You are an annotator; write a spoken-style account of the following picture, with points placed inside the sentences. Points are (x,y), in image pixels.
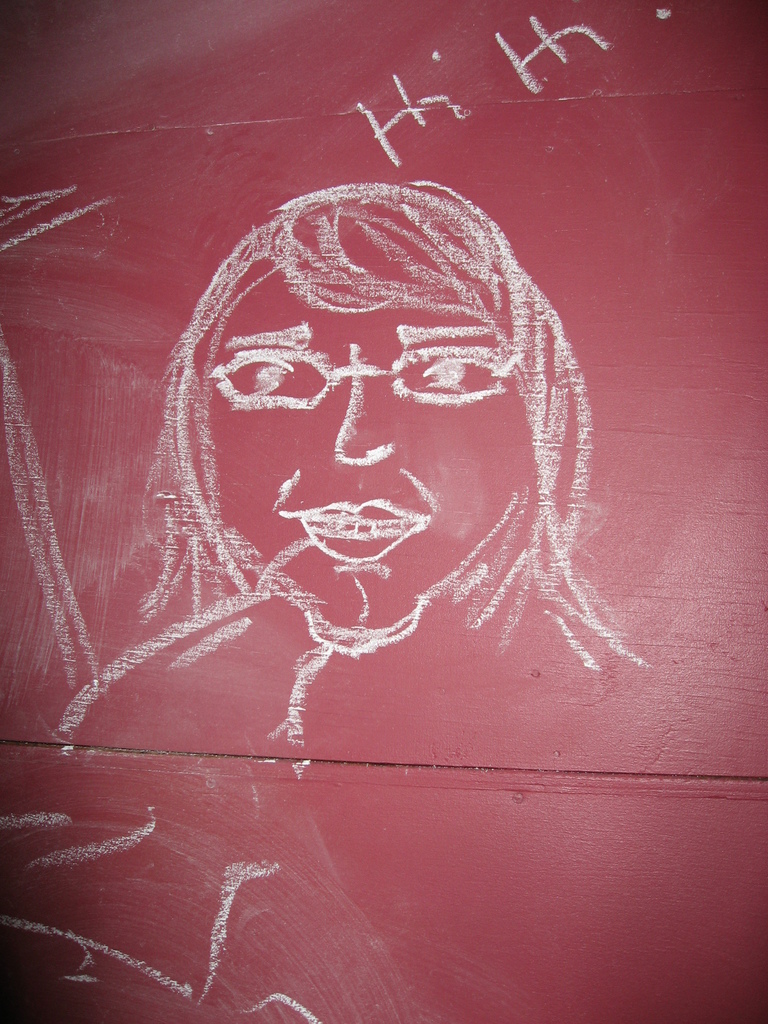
In this image we can see a drawing (477,622) on the wall (501,450).
